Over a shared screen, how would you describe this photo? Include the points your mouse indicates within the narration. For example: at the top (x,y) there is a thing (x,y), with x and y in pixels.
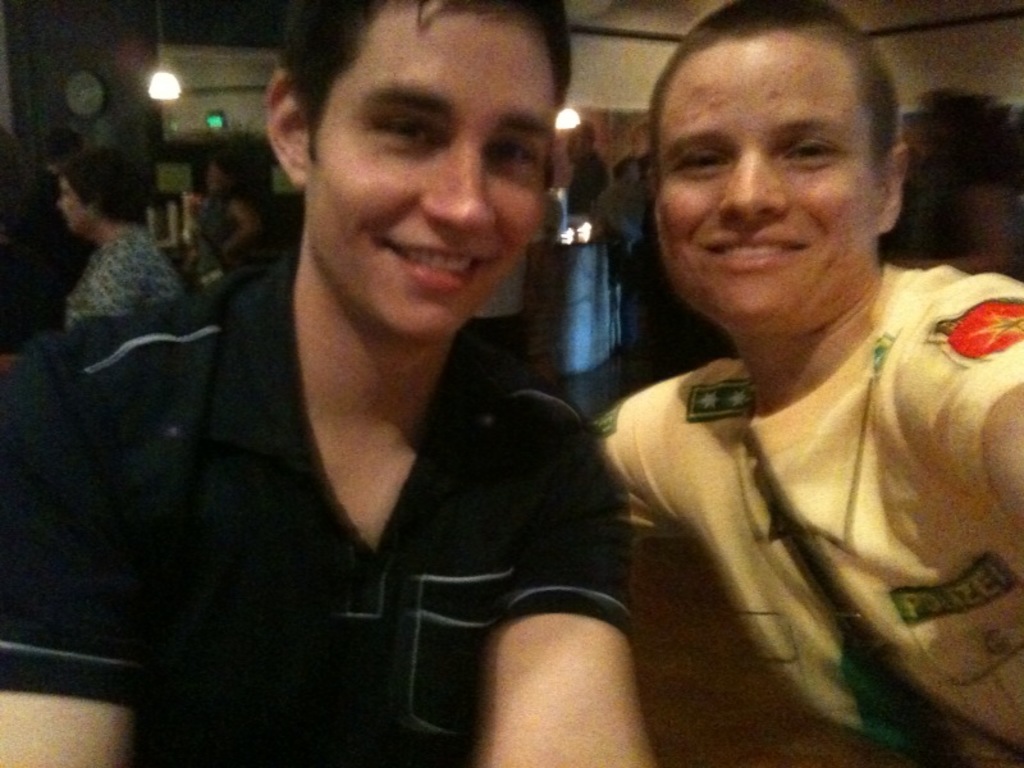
In this image we can see men (163,573) sitting and smiling. In the background (88,287) there are people (231,184) sitting and standing, electric lights (159,97) and objects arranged in the cupboards (157,169).
